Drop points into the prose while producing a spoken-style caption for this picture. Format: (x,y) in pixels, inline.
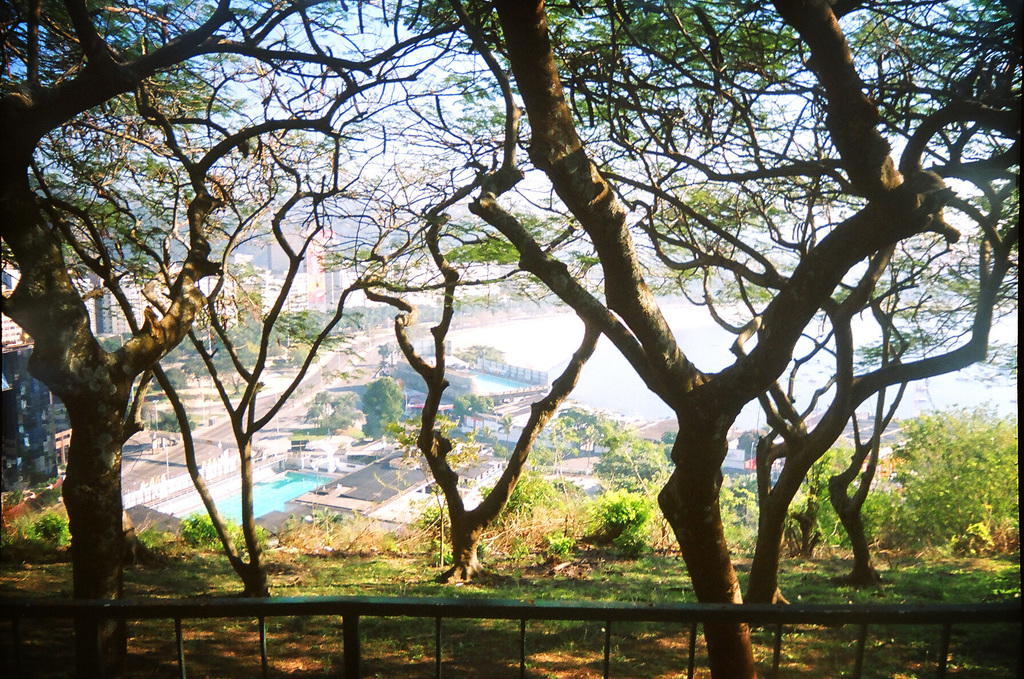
In this image I can see the railing (440,657), few trees (104,659) which are green in color and some grass (629,597) on the ground (371,635). In the background (414,493) I can see few buildings (369,513), the road (176,467), few trees (323,426), the water (256,493) and the sky (340,92).
